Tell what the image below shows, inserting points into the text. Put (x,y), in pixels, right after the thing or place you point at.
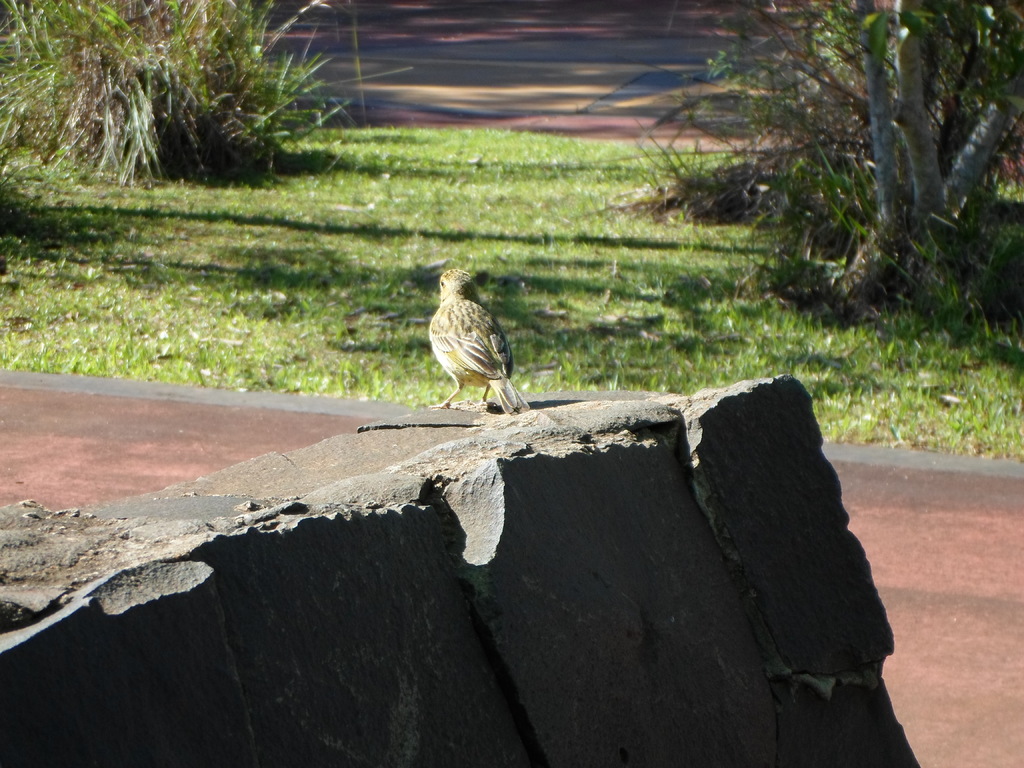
In the center of the image (599,499) we can see one stone (494,540). On the stone (475,452), we can see one bird (509,372). In the background (393,251), we can see plants (985,168), grass (566,171), road (433,37) and a few other objects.
